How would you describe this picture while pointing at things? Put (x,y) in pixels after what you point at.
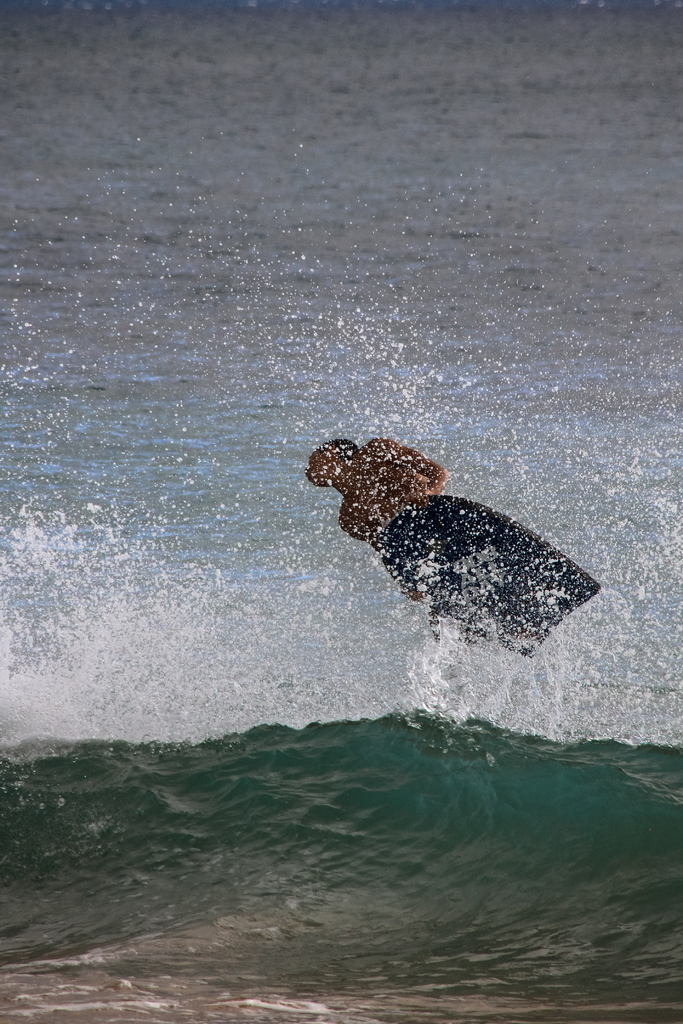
In this image we can see a man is surfing on the water (214,776).
